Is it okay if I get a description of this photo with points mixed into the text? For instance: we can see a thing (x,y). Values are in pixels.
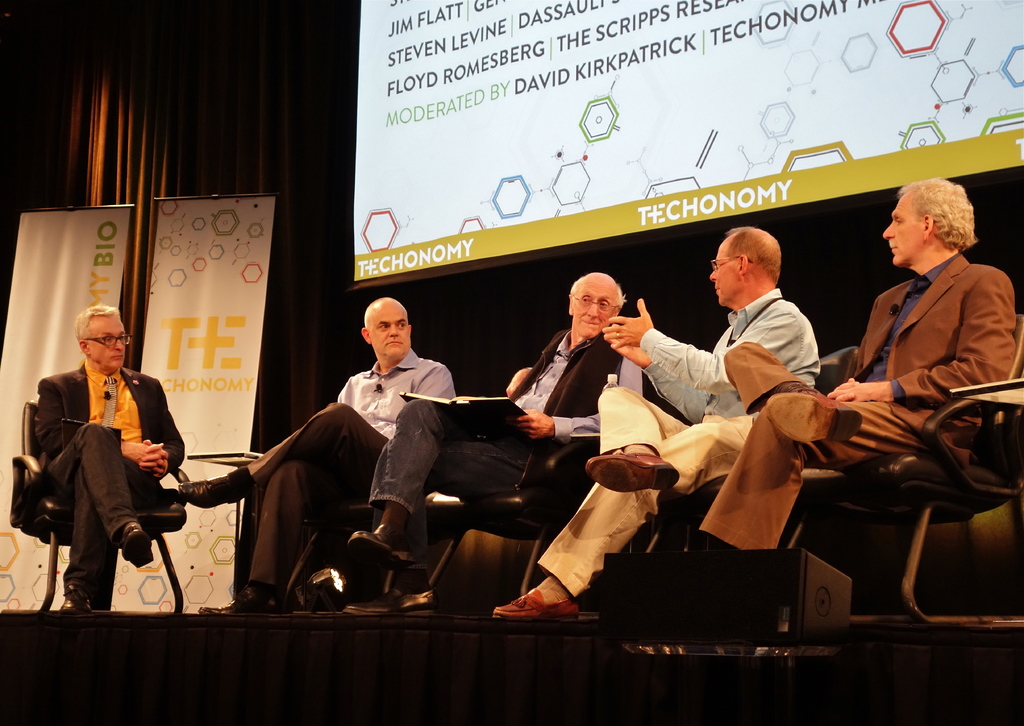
In the picture we can see four men (922,251) are sitting on the chairs (985,477) and they are discussing and talking to each other and beside them, we can see a man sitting in a blazer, tie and shirt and behind the men (617,422) we can see a part of the screen (596,223) with some information and beside it we can see two banners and behind it we can see the curtain (341,254).
